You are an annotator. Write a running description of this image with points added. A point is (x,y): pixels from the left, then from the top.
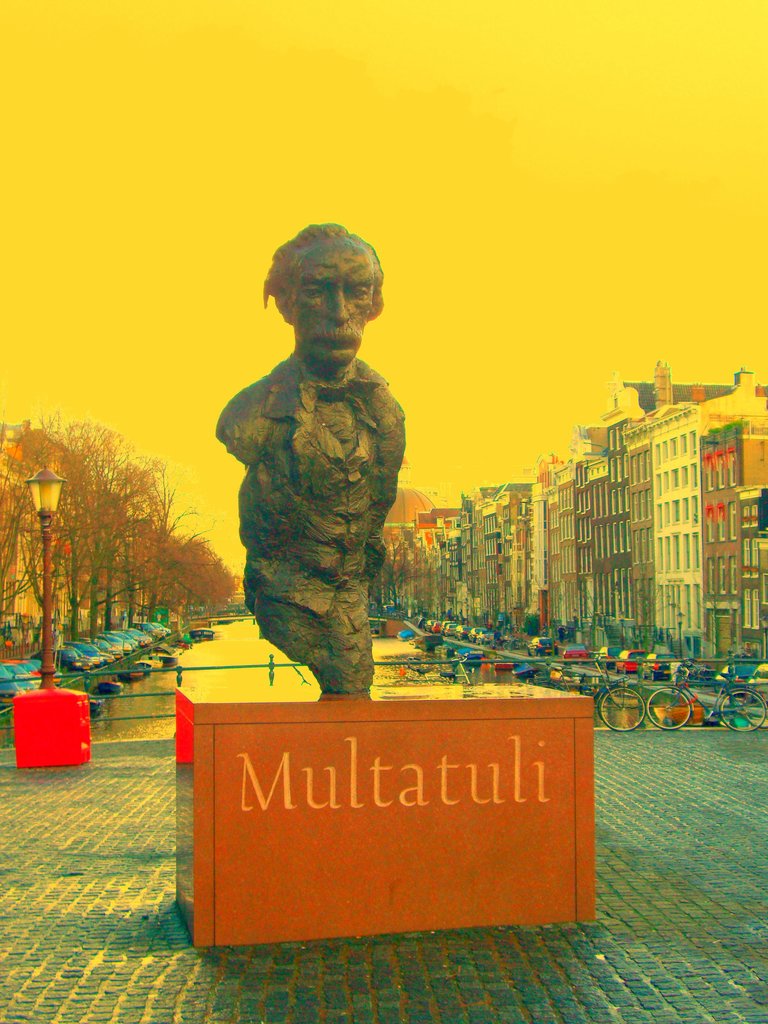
In this image I can see there is a sculpture (319,438) on the ground (489,959). And at the back (47,553) there is a light pole (48,521), Bicycle (603,702) and water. And at the right (610,556) there is a building (562,476). And at the left (130,531) there are trees (145,597) and cars (127,641). And at the top (347,128) there is a sky (246,230).
